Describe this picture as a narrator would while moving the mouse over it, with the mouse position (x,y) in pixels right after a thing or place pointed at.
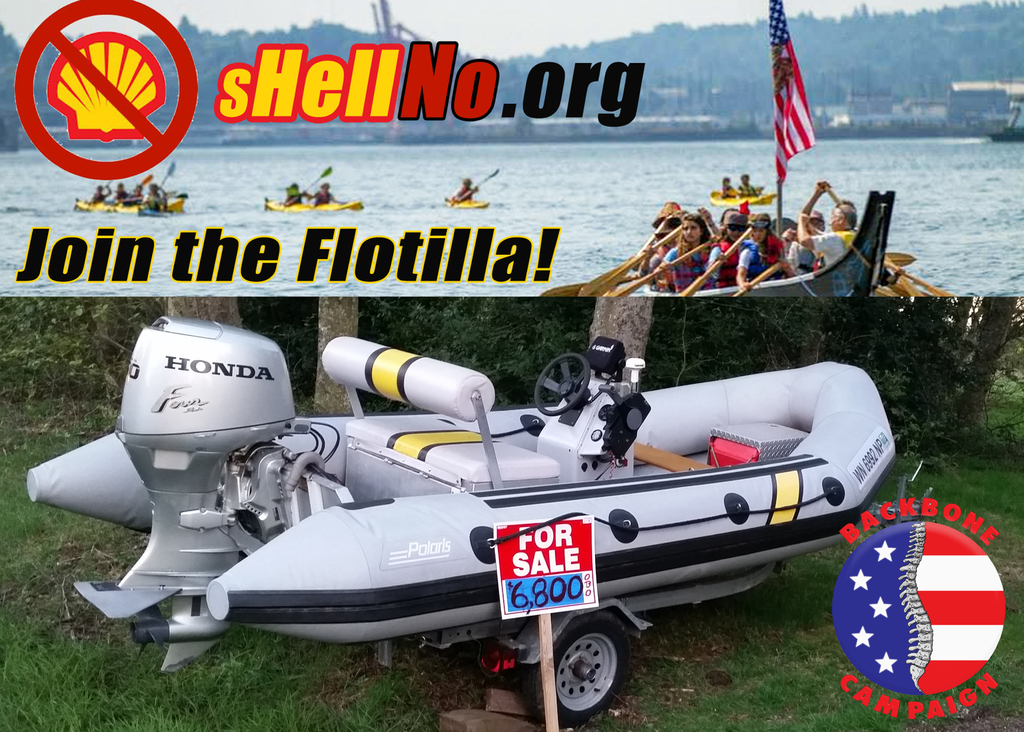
This is a collage, in this image at the bottom (460,559) there is some boat (659,528), pole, board (533,595), grass (747,603), plants (876,373) and some objects (615,441). And at the top of the image (444,202) there is a river (551,214), and in the river (511,203) there are some people (738,229) who are paddling and there is a text (434,108), flag (778,165), buildings (879,104), trees (504,99), and there is sky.
